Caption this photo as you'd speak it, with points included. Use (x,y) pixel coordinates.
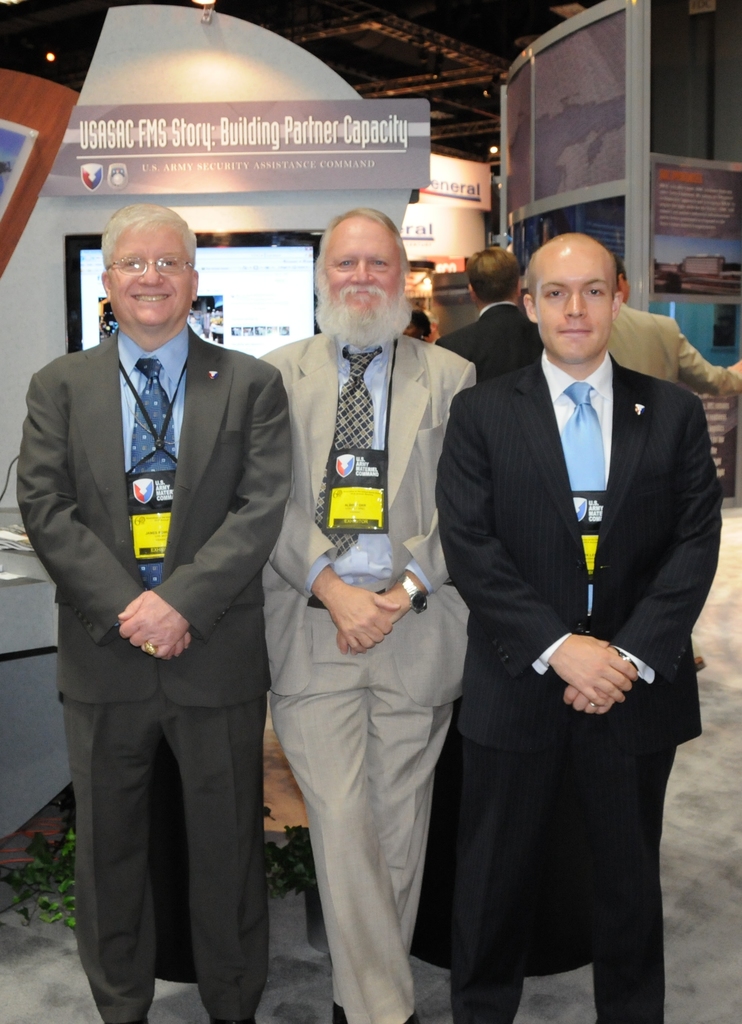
There are three men (410,680) standing and all of them are smiling. Behind them, we see a stand (9,353) on which monitor (208,329) is placed and we see a board (218,142) with some text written on it. Beside that, we see people (499,362) standing. There are booths (446,218) in the background (440,177).
